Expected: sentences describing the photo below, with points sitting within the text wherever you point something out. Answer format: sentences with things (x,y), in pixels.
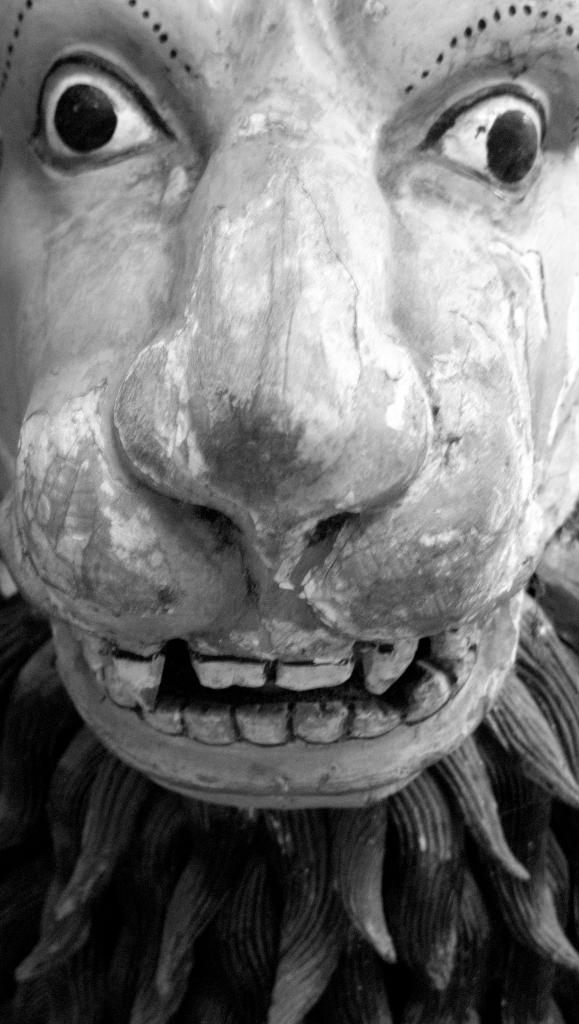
This is a black and white image and here we can see a sculpture (199,374).
